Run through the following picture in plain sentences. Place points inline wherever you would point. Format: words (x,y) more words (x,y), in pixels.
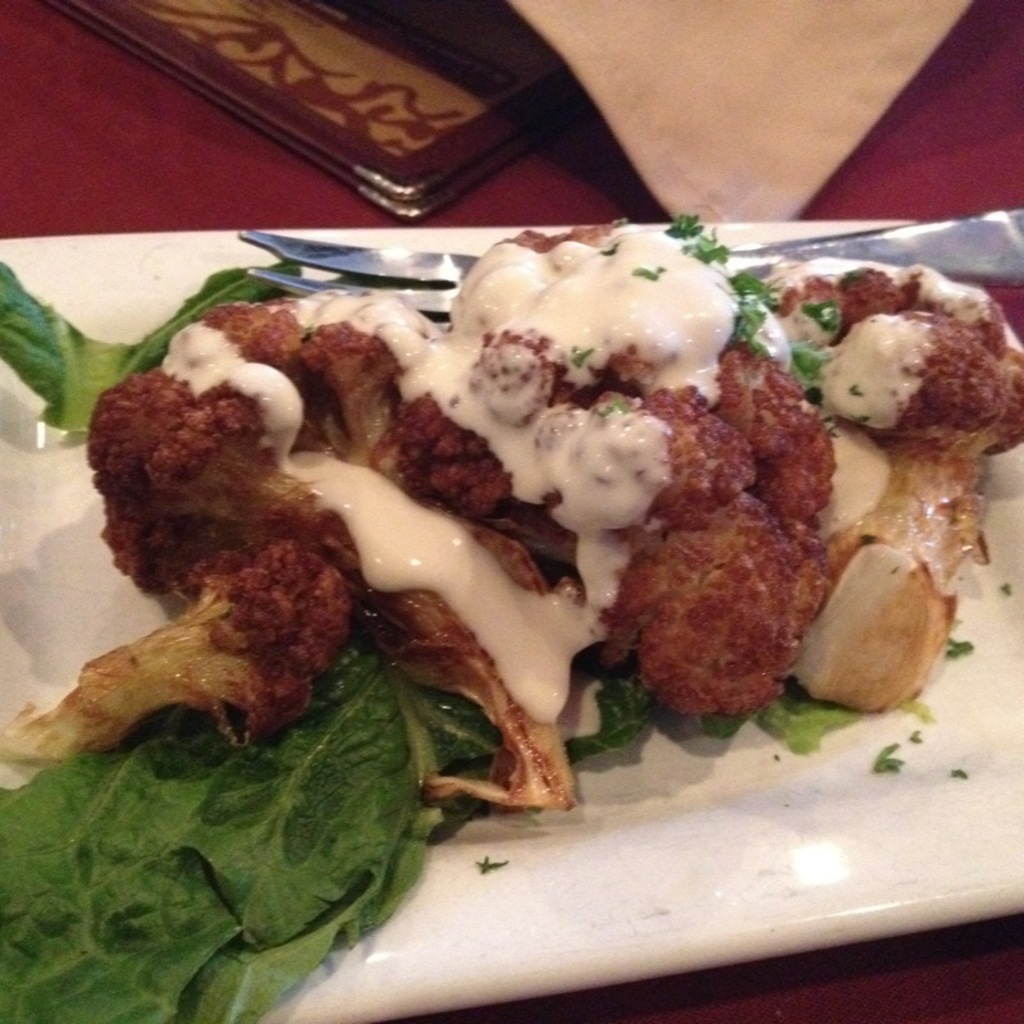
In this picture we can see some food (665,690) with the green leaves (350,820) in the white plate (743,815), which is placed on the table top (1005,81). Beside there is a menu card (462,154).
